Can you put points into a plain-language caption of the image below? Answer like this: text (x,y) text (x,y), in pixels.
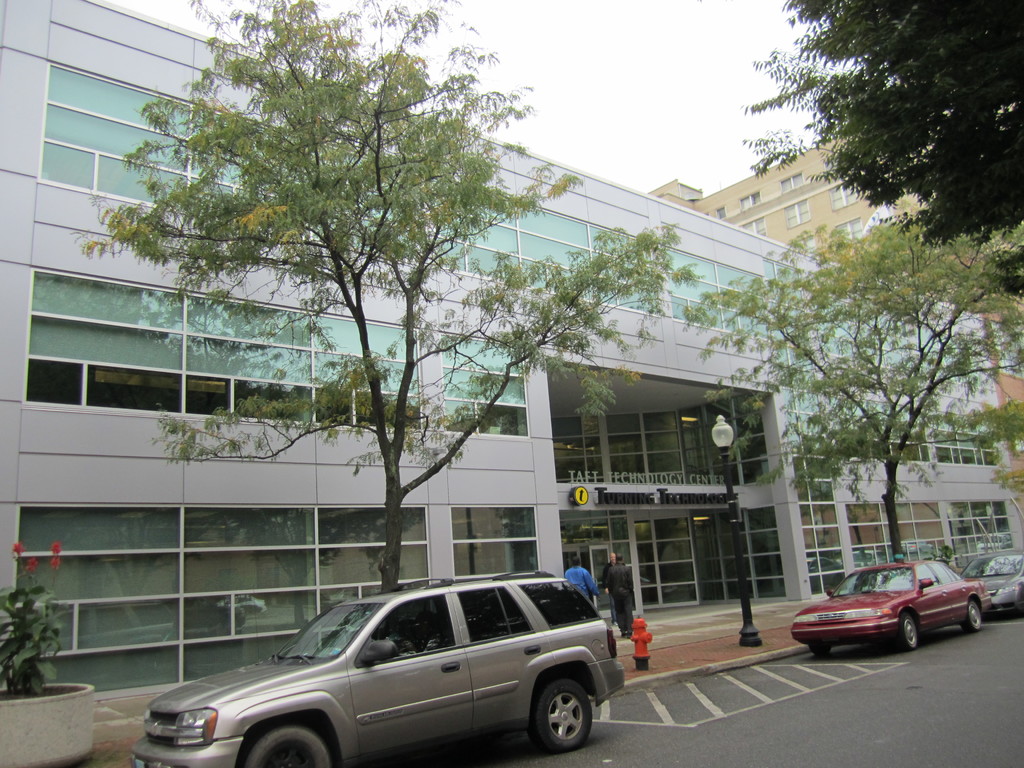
In this picture there are cars (303,710) at the bottom side of the image (308,722) and there is a building (762,530) in the center of the image (672,465), there are people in the center of the image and there is a lamp pole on the right side of the image (723,423), there is a plant pot (12,697) in the bottom left side of the image (37,641) and there are trees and a building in the background area of the image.
